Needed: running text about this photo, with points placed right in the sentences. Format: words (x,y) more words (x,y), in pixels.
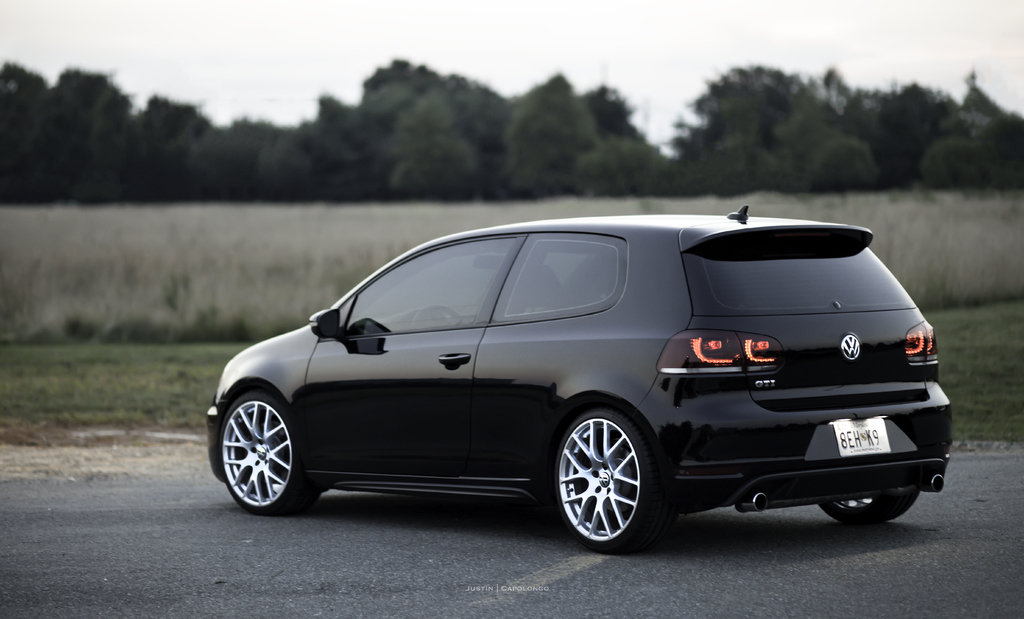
Here in this picture we can see a black colored car (419,395) present on the road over there and beside that we can see the ground (256,303) is covered with grass (182,363), plants (269,307) and trees (570,174) all over there and we can see clouds (312,90) in the sky (610,67).
